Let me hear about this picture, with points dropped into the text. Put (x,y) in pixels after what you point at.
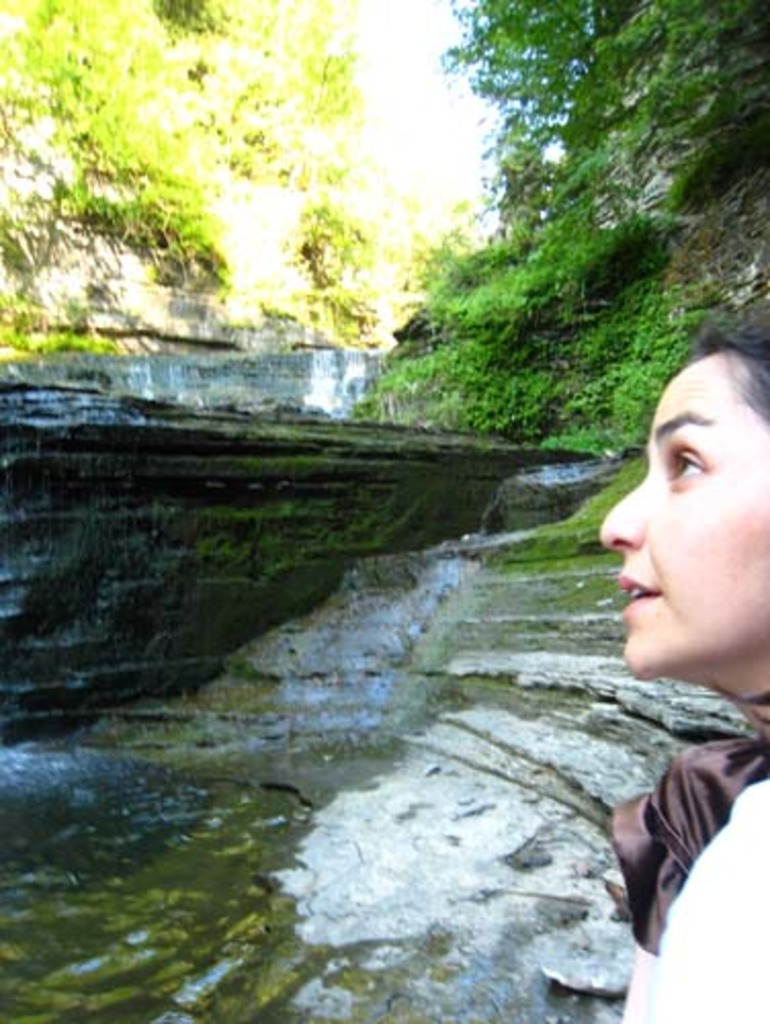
In this picture I can see a woman (718,370) on the right side (730,664), on the left side (131,827) there is water (228,850). In the middle (296,360) it looks like a rock (361,581), at the top (175,128) there are trees (520,193).
